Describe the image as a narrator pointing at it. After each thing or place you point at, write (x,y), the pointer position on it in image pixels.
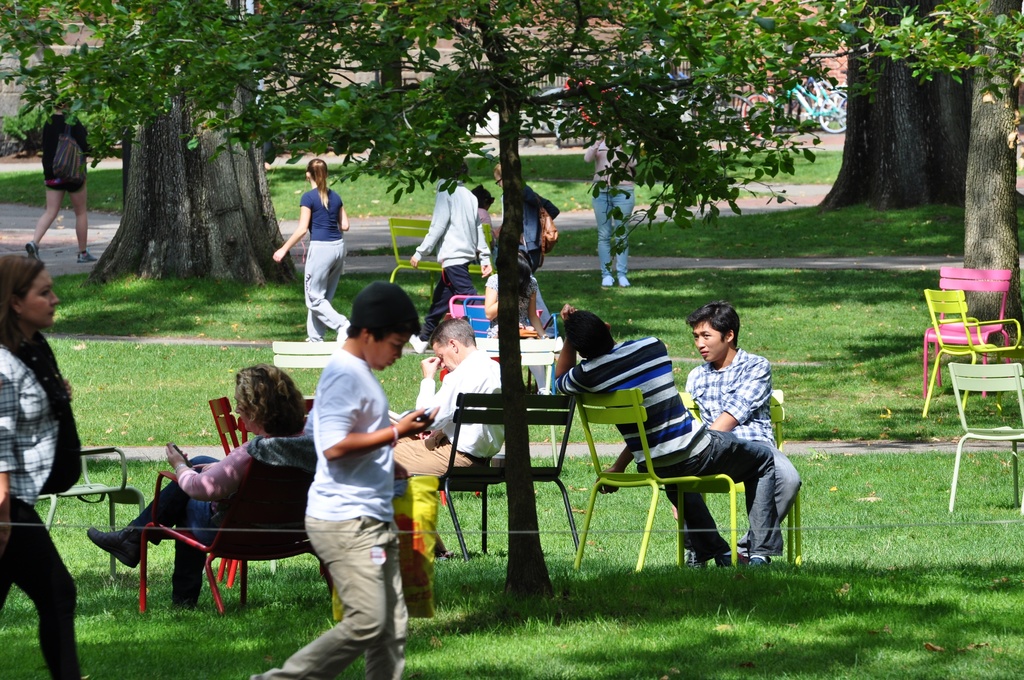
In this image we can see some people (477,444) in a ground (578,464), a few of them are sitting, a few of them are walking and a person (614,184) is standing, a boy (352,534) holding some objects (410,542) and there are trees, chairs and bicycles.
